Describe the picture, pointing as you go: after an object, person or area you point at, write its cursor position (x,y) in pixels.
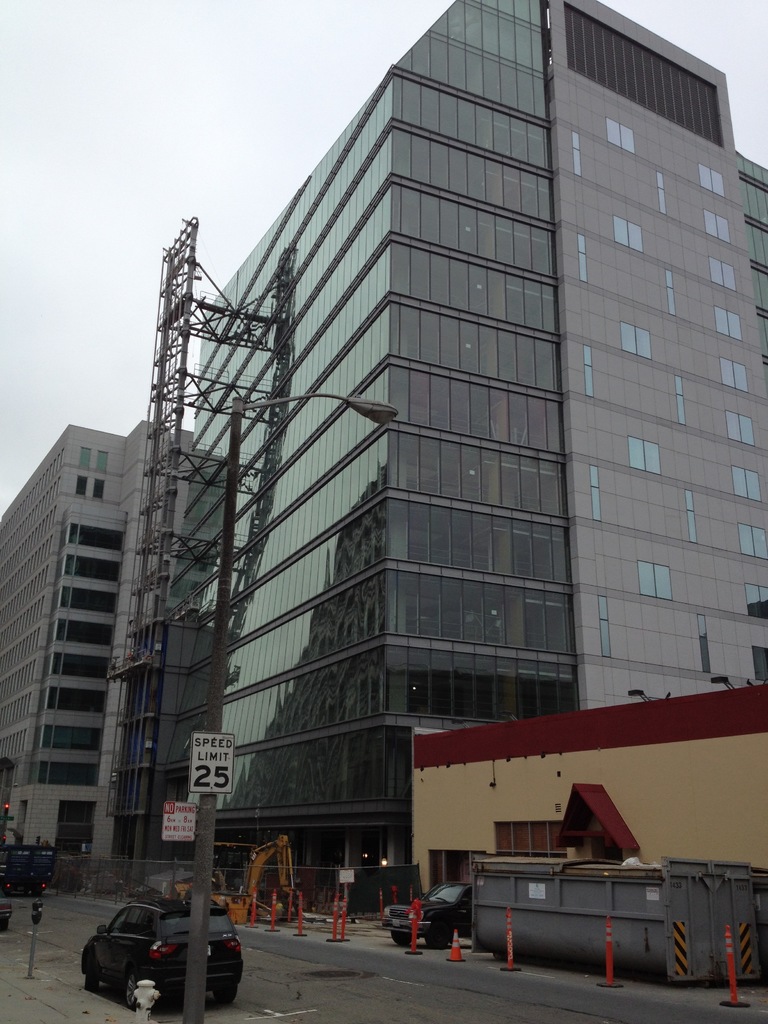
In the foreground of this image (204,966), on the road (247,995), there is a vehicle (160,942) moving, a light pole (192,988) and few bollards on either side to the road (341,1003). In the background (371,815), there are buildings (444,713), a vehicle (464,918), crane (245,878) and the sky (201,182).
